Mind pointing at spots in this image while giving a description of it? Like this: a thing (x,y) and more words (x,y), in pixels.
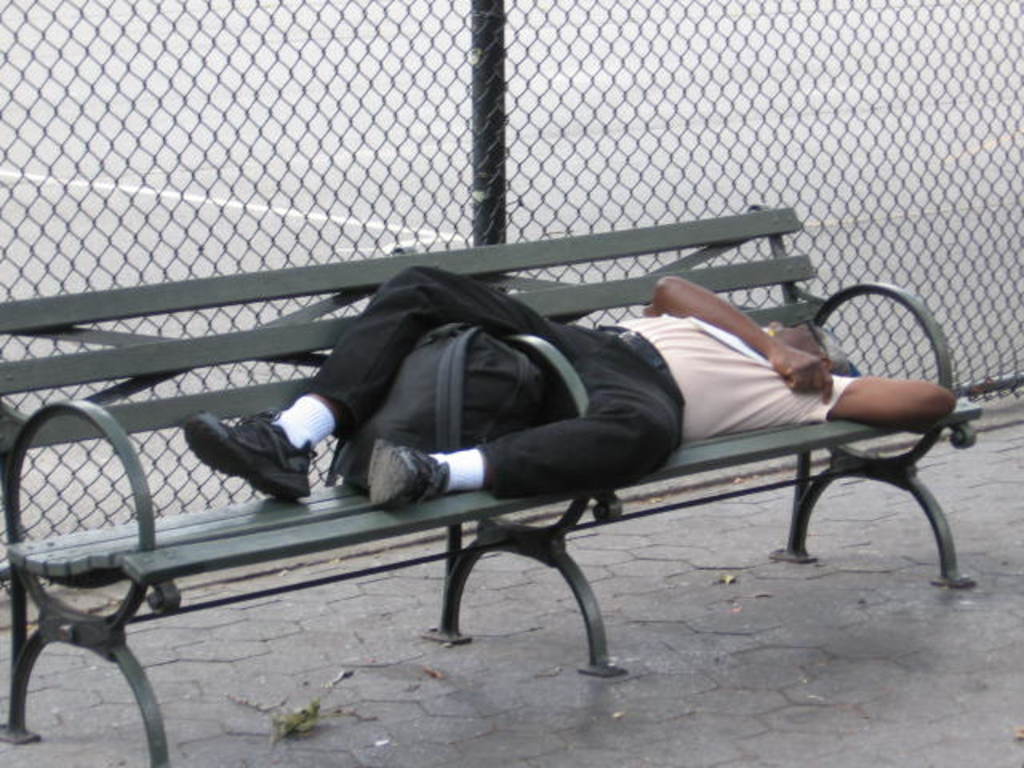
This picture is taken outside the city. Here, we see a man (718,399) wearing light pink t-shirt (702,374) and black pant (541,460) is sleeping on the bench (468,500). On bench (285,345), we can see a black bag (423,386). Behind the bench (232,516), we see fence (451,194) and a pole (500,176). I think this bench (461,638) is placed on footpath (677,641).
